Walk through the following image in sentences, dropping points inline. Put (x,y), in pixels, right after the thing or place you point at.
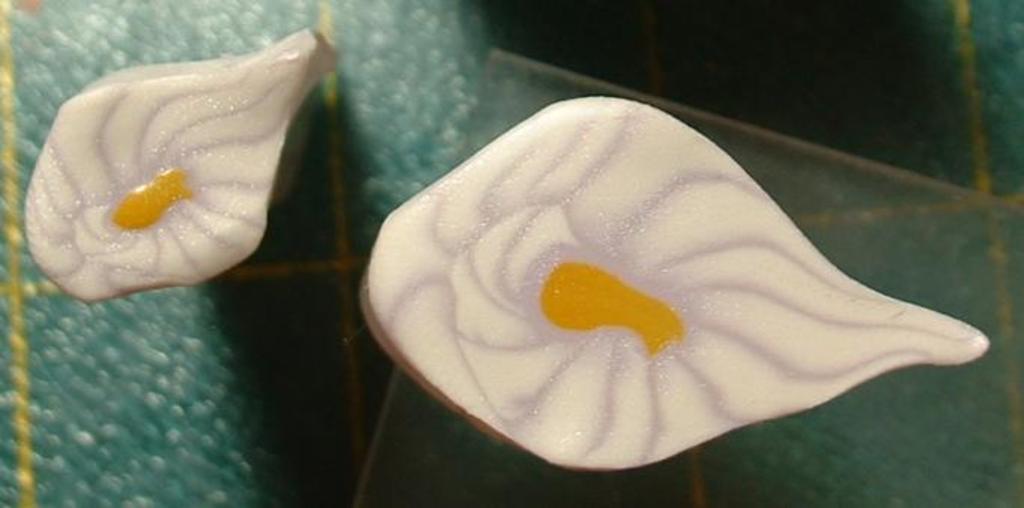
There are two white color objects (263,114) are present on the green color surface (439,109).
